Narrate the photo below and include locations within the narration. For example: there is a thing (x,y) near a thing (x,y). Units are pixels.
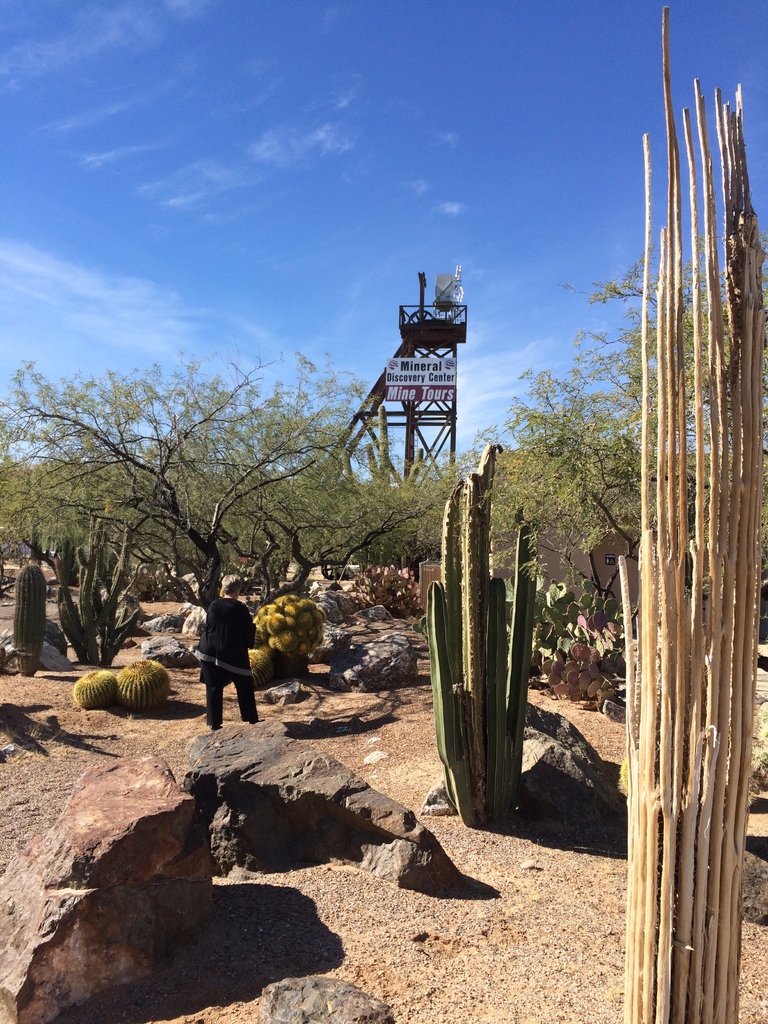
In this picture we can see a person (209,647) standing on the ground (191,714). In front of the person (208,672), there are rocks (196,614), cactus plants (295,627), trees (221,489), a board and a tower (417,352). At the top of the image (195,121), there is the sky (185,113).
